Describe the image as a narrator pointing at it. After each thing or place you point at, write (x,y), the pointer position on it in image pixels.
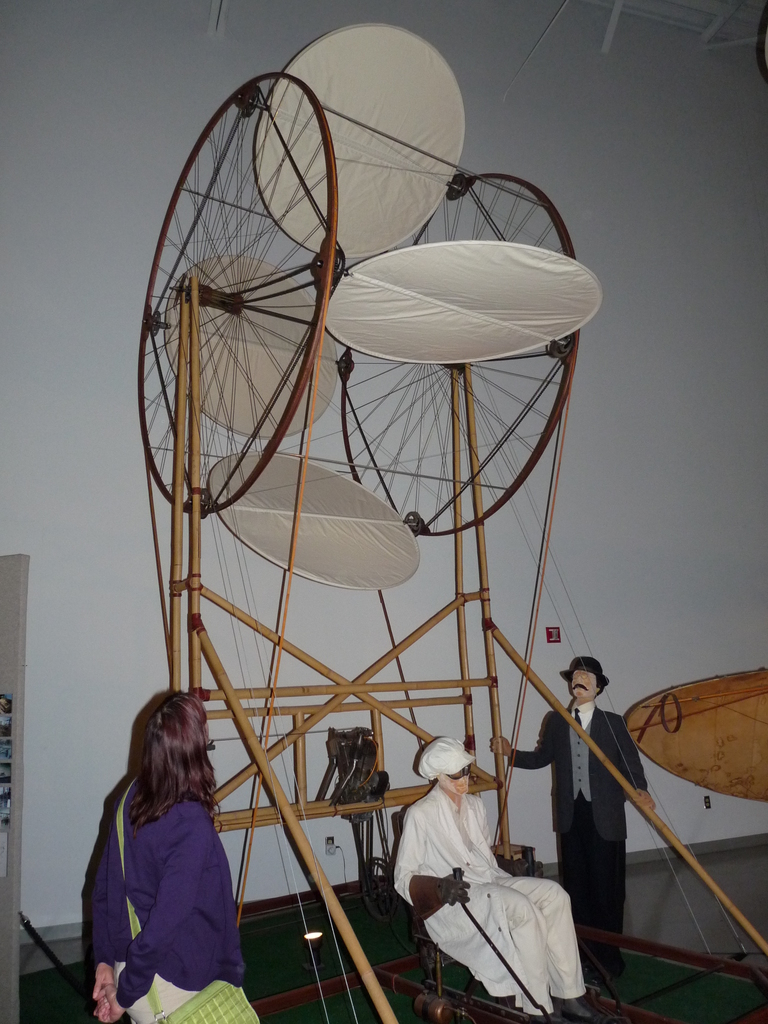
In this image, we can see depiction of persons (625,819) and flying machine (406,533). There is a person (130,869) in the bottom left of the image (127,908) wearing clothes (141,896) and bag (224,995).
